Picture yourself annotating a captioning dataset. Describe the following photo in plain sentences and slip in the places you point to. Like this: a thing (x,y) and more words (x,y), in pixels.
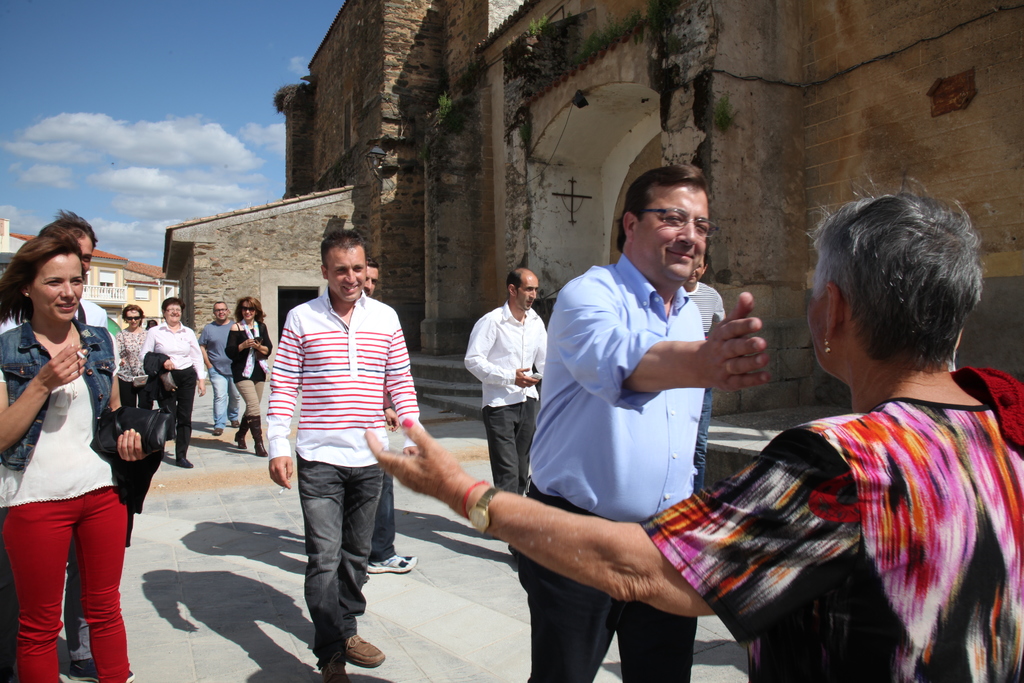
In this image we can see there are a few people (322,464) standing and walking on the road (386,592). In the background (826,198) there are buildings (786,203) and sky (157,109).
